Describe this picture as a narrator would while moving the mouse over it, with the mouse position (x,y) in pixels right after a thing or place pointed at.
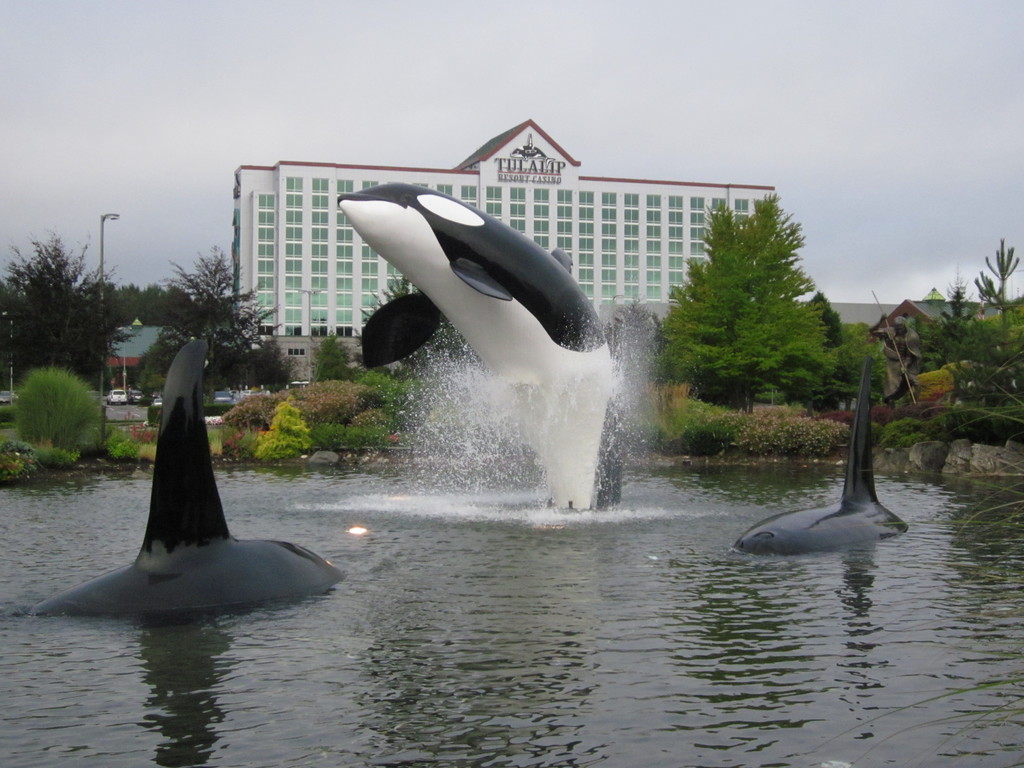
In this image, we can see some dolphin fishes (863,404) in the water (432,568), there are some plants (65,456) and trees (994,390), there is a building (343,243), at the top (440,63) we can see the sky (499,57).
